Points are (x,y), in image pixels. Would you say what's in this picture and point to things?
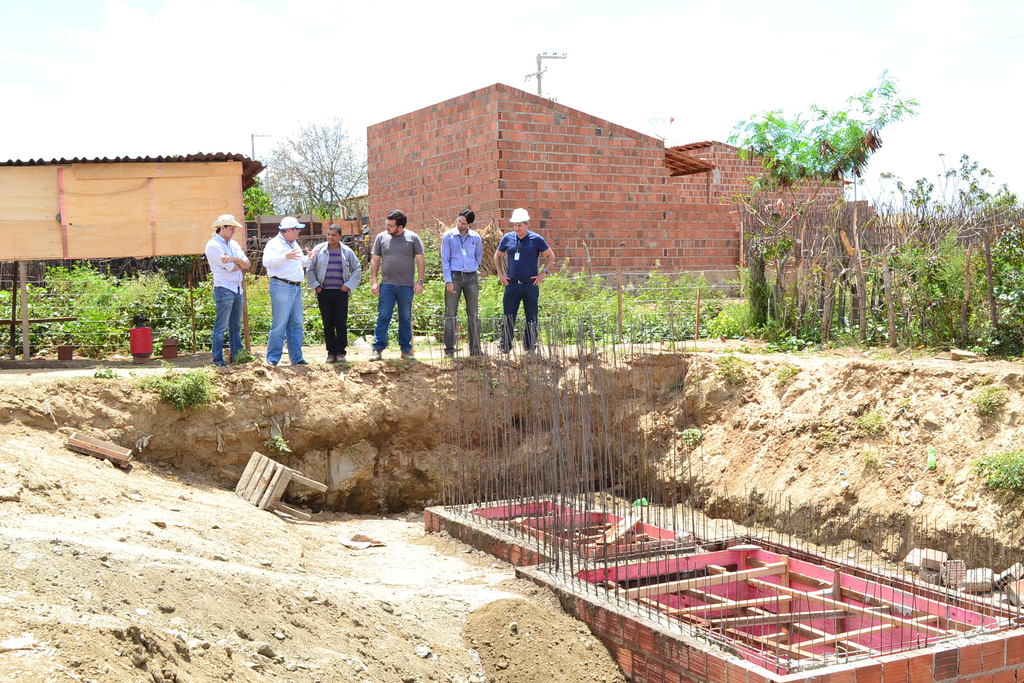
In this picture, we can see a few people (404,246), ground (31,406) and some objects (773,603) on the ground (408,493) like wooden objects (544,525), metallic objects (556,469), wooden frames (778,595), chair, grass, plants (430,238), fencing (869,257), and we can see houses (679,242), poles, and the sky (524,66).
